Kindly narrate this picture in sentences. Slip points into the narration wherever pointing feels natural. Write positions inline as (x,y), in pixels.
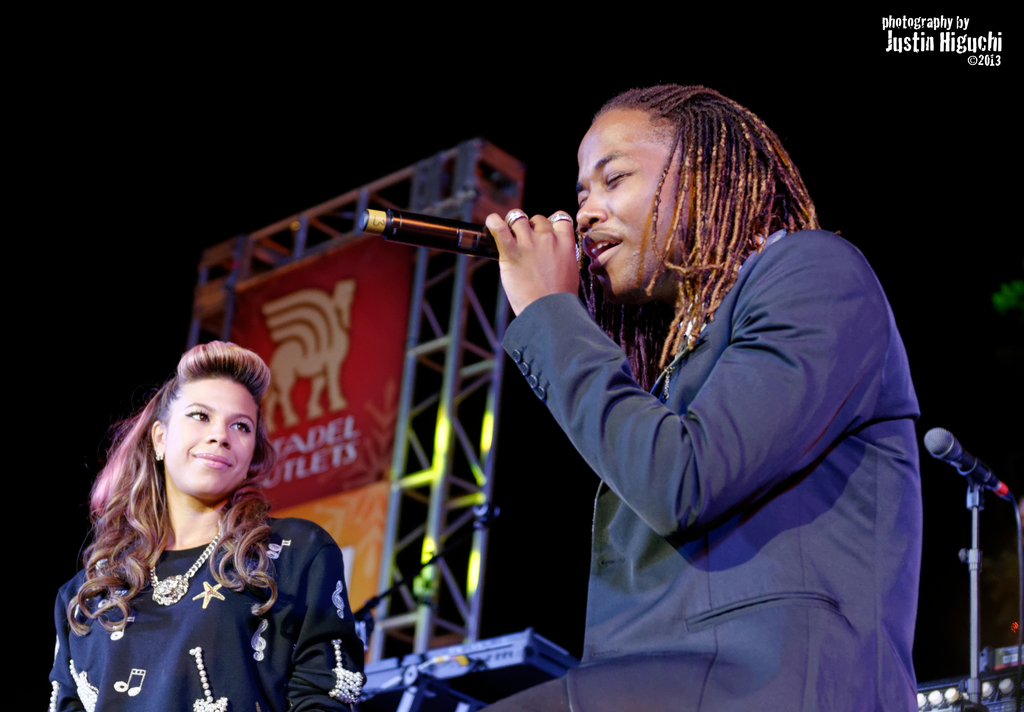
On the right side of the image (799,467), we can see a person (686,295) is holding a microphone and singing. Here there is a woman (229,590) is smiling and looking at a person (601,253). Background (372,395) there is a blur view. Here we can see rods (474,591), microphone (966,461), few objects (389,666) and dark view. On the right side (942,43) top corner, we can see the watermarks (956,44) in the image.
